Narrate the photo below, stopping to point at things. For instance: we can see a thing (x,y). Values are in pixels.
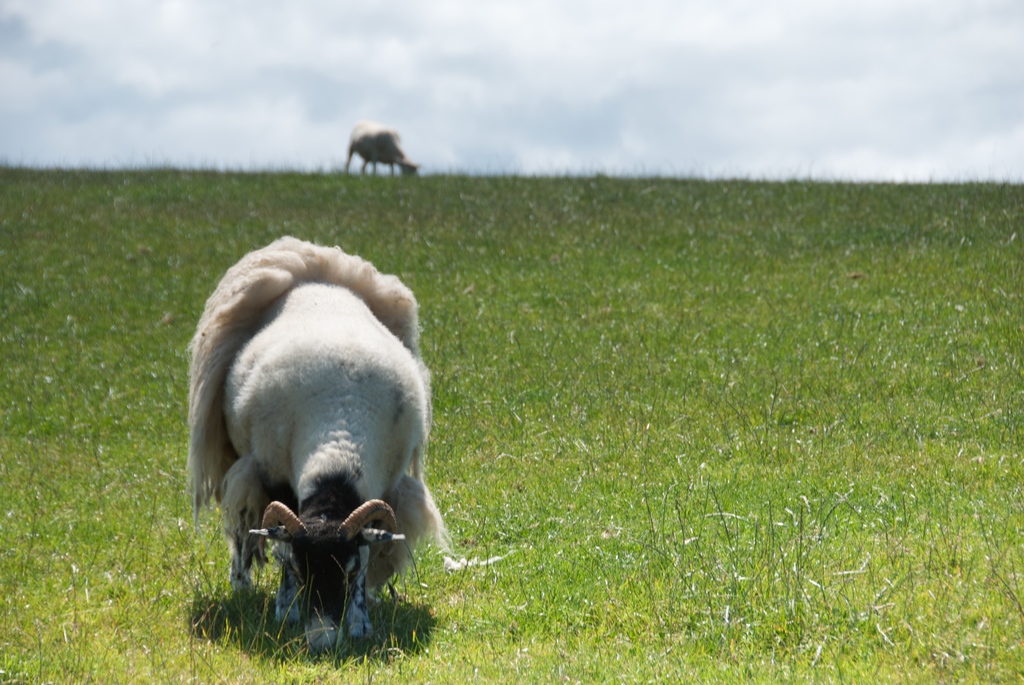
In this image we can see two animals (348,352) on the grass (434,312) and the sky (596,86) in the background (562,84).
